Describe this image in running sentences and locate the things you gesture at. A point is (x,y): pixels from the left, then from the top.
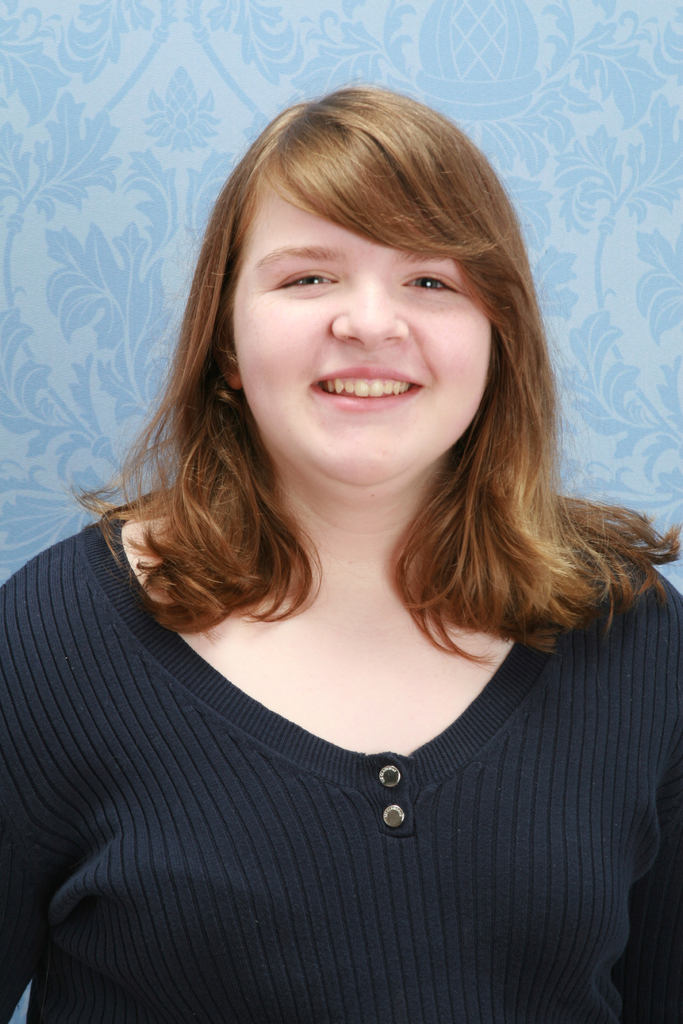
In this image I can see a person (227,854) wearing a black color t-shirt (253,809), she is smiling and the back ground (583,125) is blue.
